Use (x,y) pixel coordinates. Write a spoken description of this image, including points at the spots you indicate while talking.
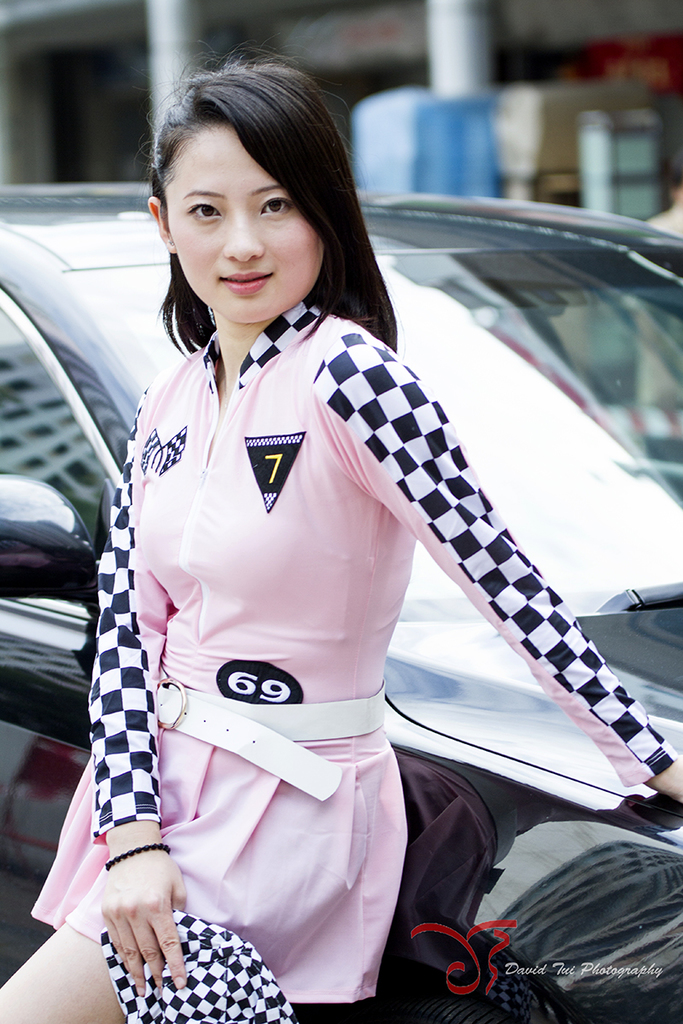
Here we can see a woman (299,664) standing by leaning on a car (541,785). In the background (316,69) the image is not clear but we can see pillars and some other objects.
